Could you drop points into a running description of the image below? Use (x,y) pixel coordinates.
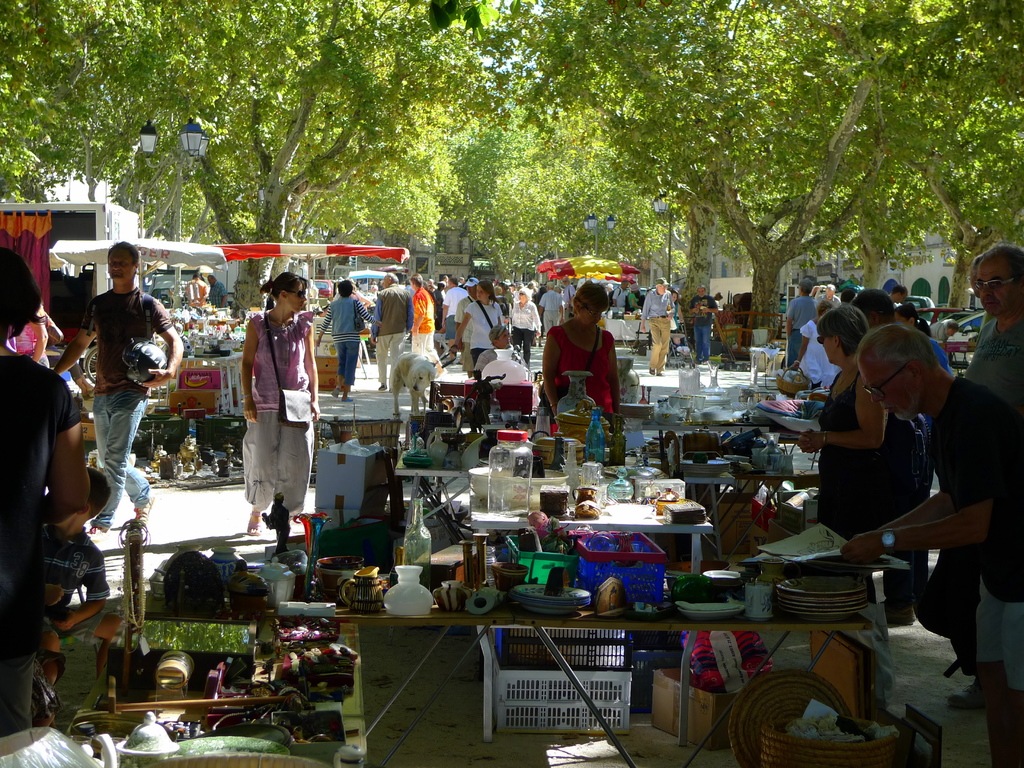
In this image I can see number of people (526,359), number of lights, number of trees (628,173), shades (153,263) and few tables (591,522). On these tables (413,475) I can see number of stuffs (538,611). On the bottom side (669,723) I can see few containers (610,680) and in the background (69,218) I can see few buildings (945,299) and few vehicles (976,323). I can also see a white colour dog (435,373) in the centre (396,407).
